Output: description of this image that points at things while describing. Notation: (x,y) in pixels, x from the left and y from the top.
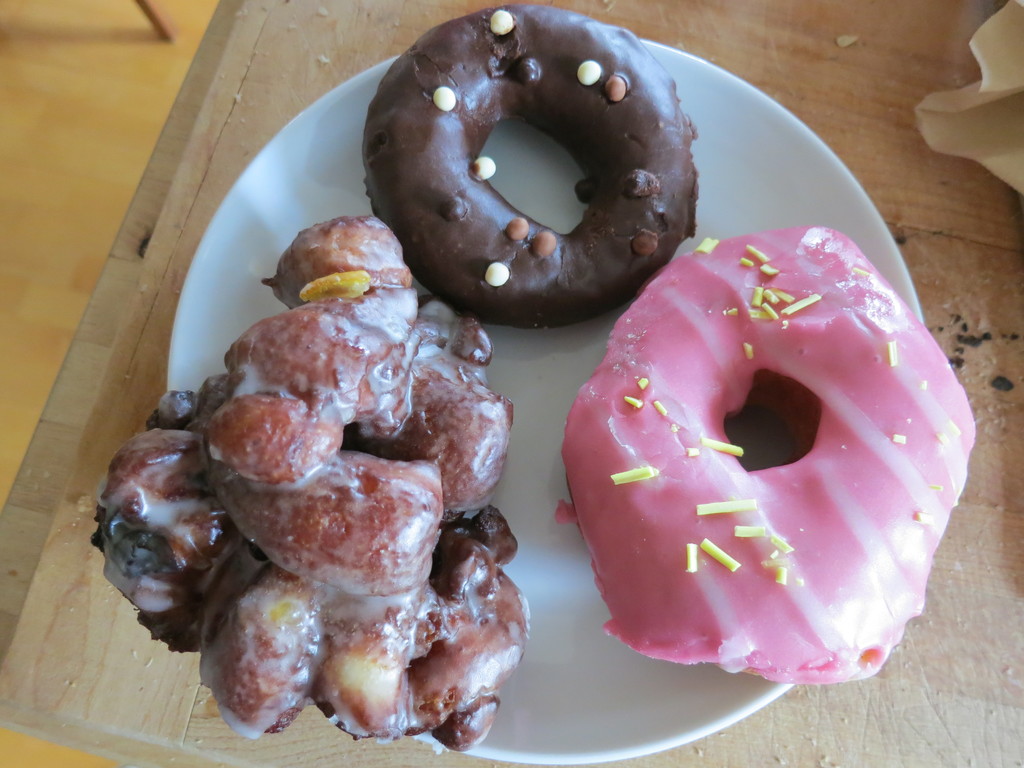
In the middle of the image (558,369) we can see a plate (315,134) on the table (208,157) and we can see food (333,368) in the plate (561,429).
